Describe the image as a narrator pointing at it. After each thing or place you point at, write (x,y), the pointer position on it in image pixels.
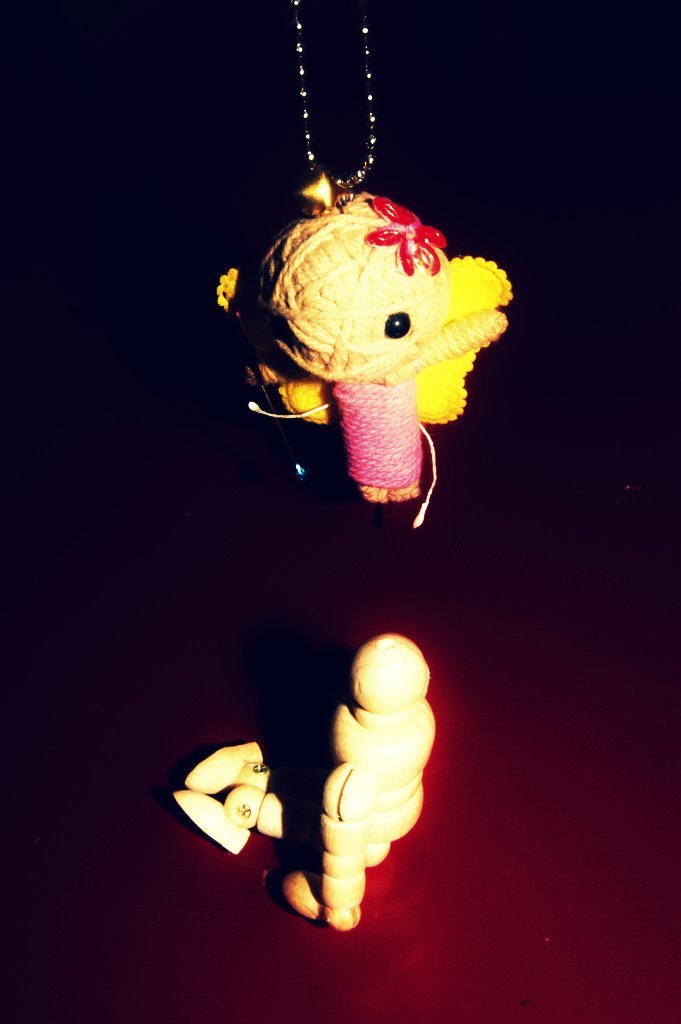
In this image there is a necklace (327,187) truncated towards the top of the image (357,190), there are toys (351,781) on the surface (566,682), the background of the image (159,99) is dark.
